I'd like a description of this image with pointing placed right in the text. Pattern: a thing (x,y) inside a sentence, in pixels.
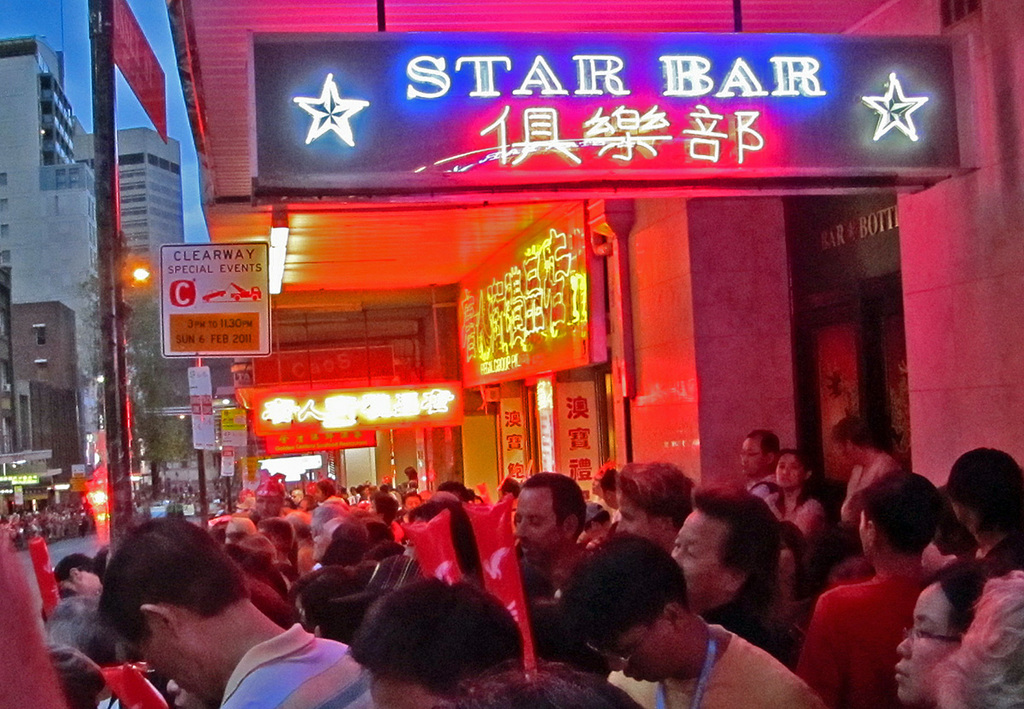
In this picture we can see a group of people (601,551), here we can see posts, name boards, buildings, sky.
